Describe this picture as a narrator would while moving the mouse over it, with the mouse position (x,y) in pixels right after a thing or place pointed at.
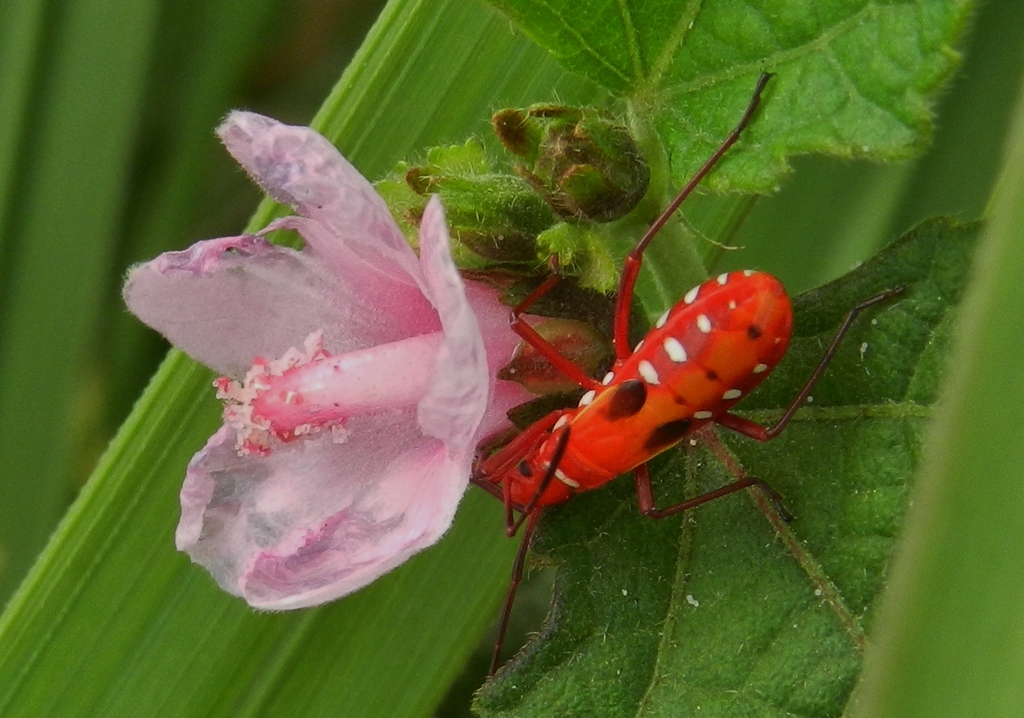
In this image I can see a grass (414,131) and I can see a flower (244,337) and insect (760,297) on grass (460,134).
